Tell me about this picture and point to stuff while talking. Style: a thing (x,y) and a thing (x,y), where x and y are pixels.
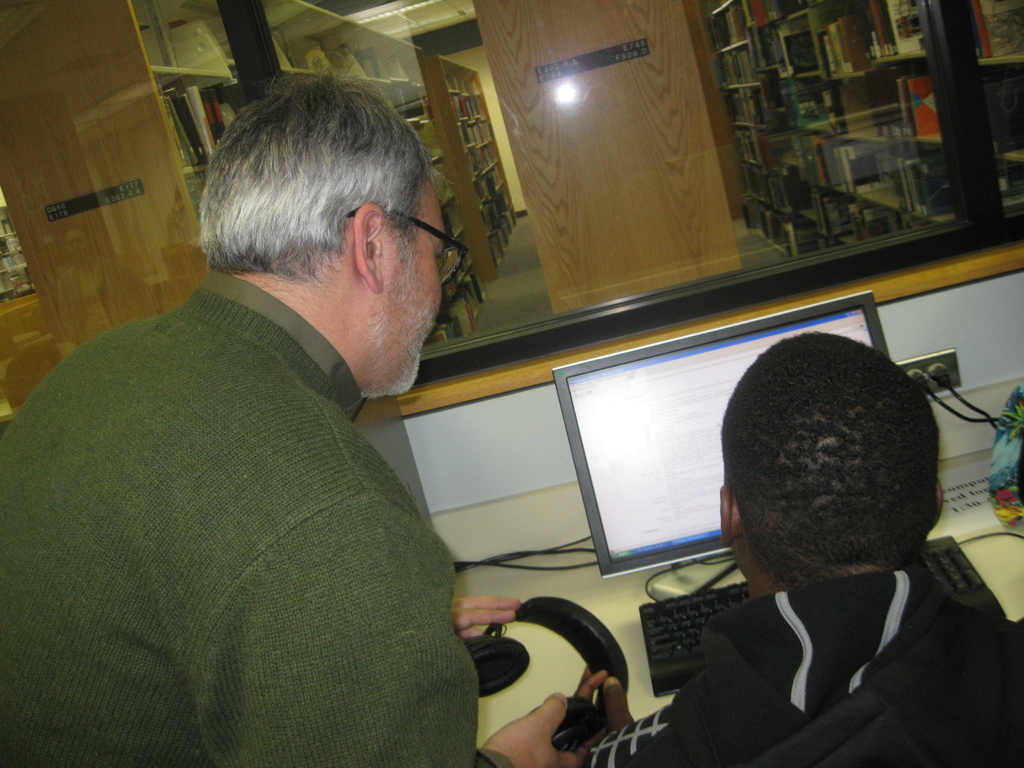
In this image we can see a person (403,187) standing and a person (732,633) sitting at the desk (688,572) before the desktop (689,477). In the background (544,222) we can see books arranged in the cupboards (646,101), electric lights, cables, and a person (562,699) holding headphones (517,653) in the hands (509,619).
